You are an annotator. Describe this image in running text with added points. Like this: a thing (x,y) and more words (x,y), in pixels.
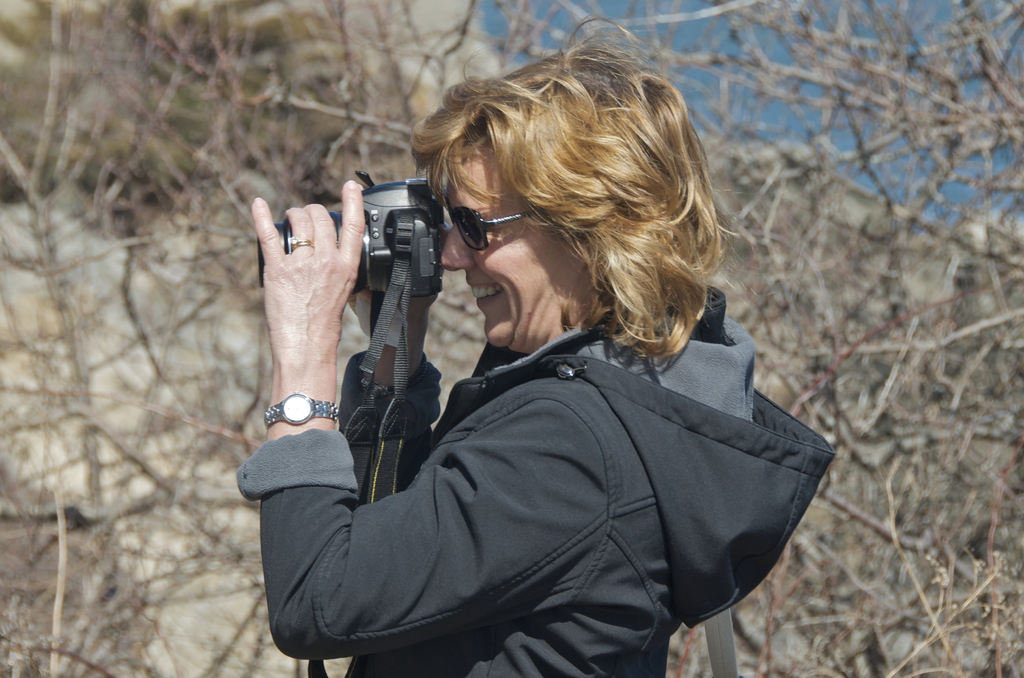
In this image I can see a woman (601,316) and she is wearing a jacket (351,409), a watch (314,409) and shades (486,227). I can also see smile (475,277) on her face (490,289) and she is holding a camera (372,197).
